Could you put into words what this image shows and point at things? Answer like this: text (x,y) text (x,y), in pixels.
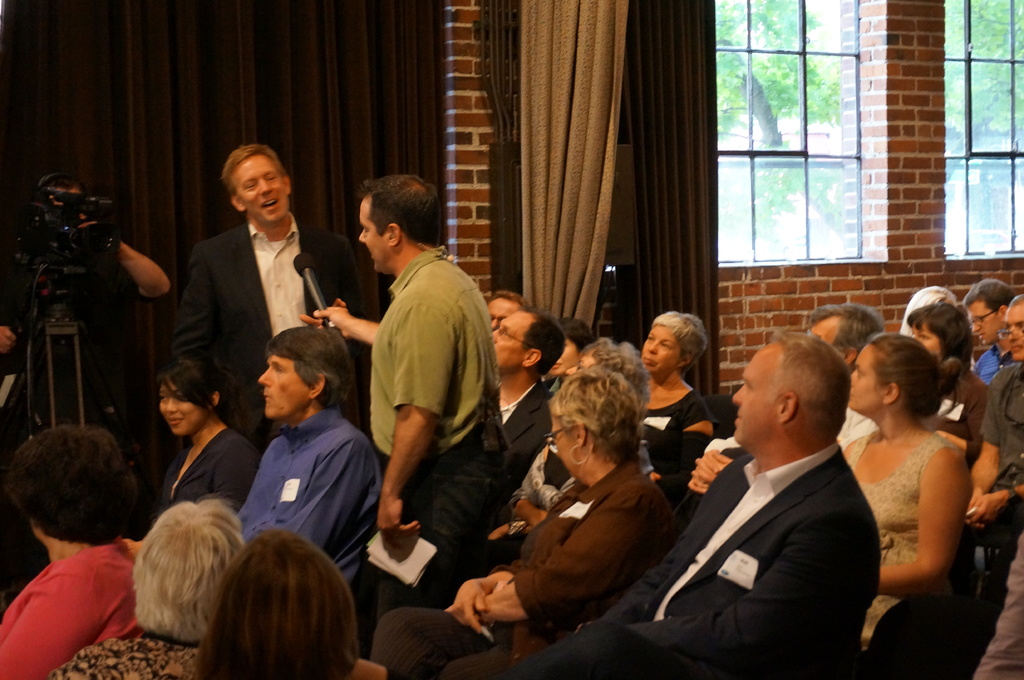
People (737,538) are sitting in a room (356,305). 2 people (356,305) are standing. A person (319,317) is holding a mic (313,296) and other person (284,279) is wearing suit (221,290). There is a camera (66,257), curtains (316,72) and windows (804,231).
